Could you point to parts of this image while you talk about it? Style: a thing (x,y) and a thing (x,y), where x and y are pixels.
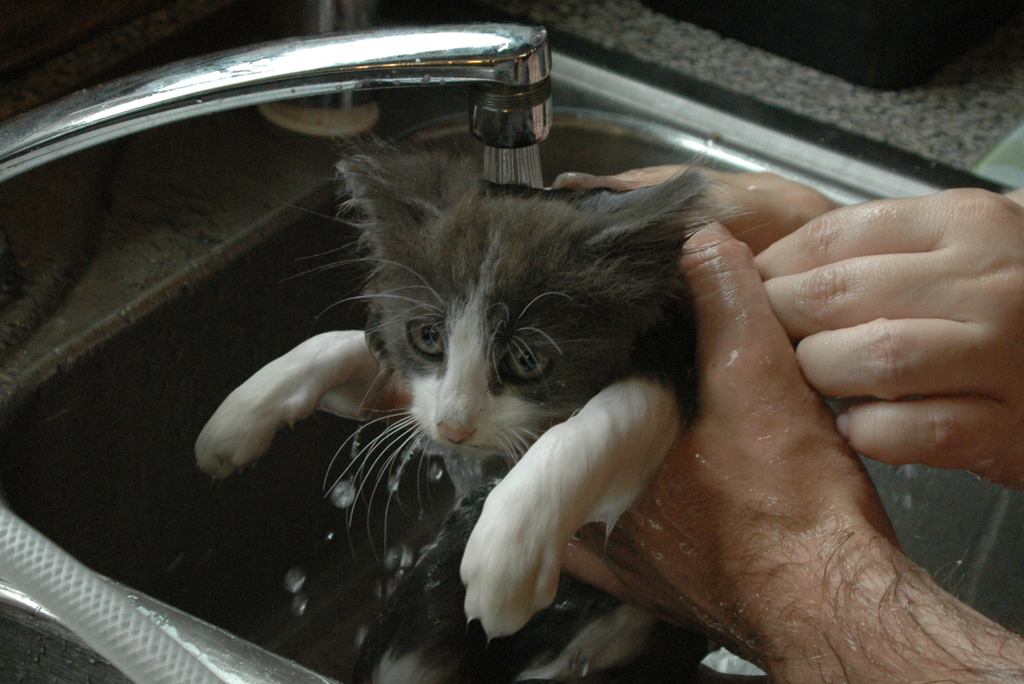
In this picture we can see a person (808,435) cleaning cat (516,286) with water (516,173) under the tap (273,62) in a sink (345,539).
